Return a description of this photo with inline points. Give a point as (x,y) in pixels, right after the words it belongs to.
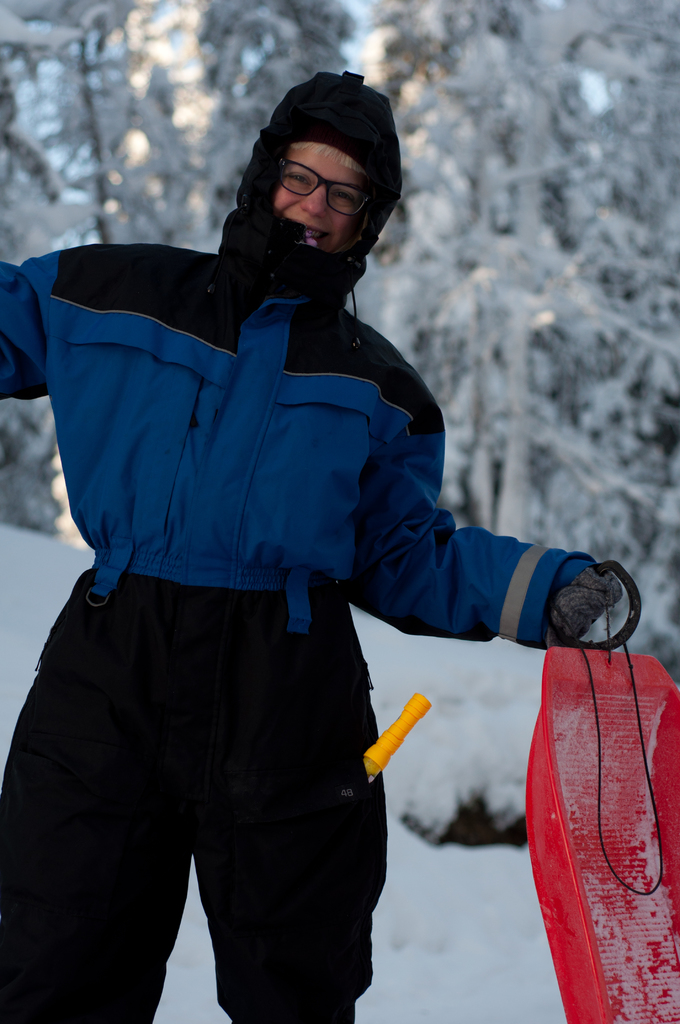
This picture is clicked outside. In the foreground of this picture (302,536) we can see a person (242,332) wearing jacket (230,552), holding some object (608,724) and standing. In the background (446,775) we can see there is a lot of snow (531,902) and we can see the trees (41,520).
